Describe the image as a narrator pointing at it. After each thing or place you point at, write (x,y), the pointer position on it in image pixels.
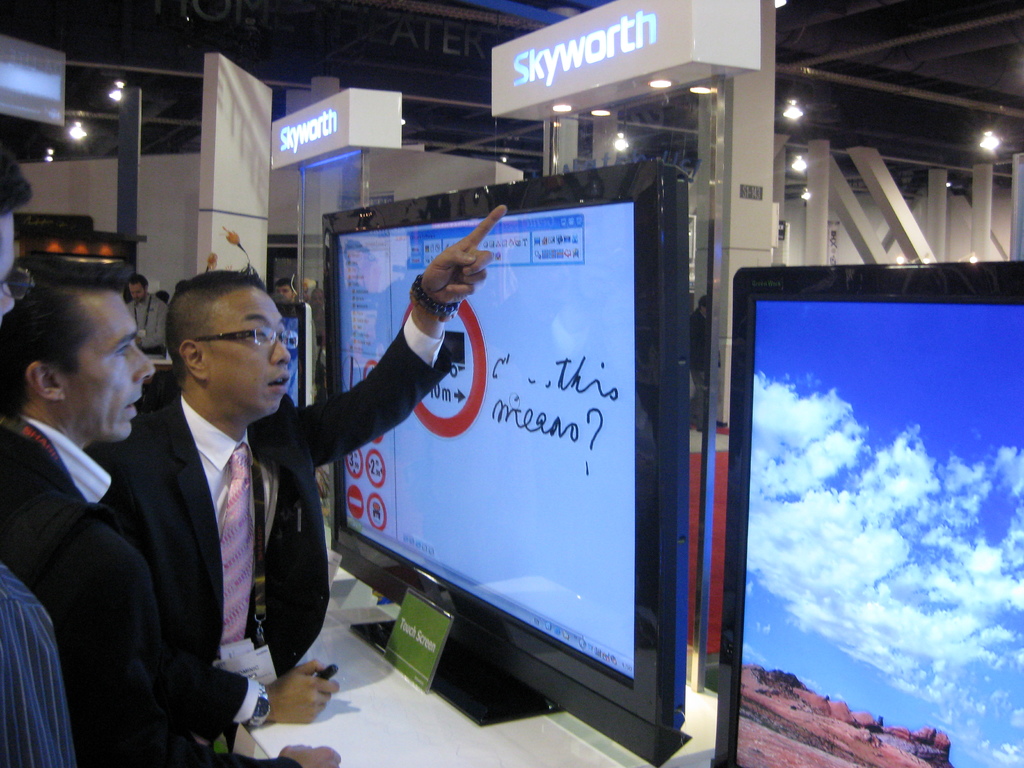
Left side of the image (182,402) we can see people (174,347). Front this person (189,524) wore a suit (202,504) and tie (232,479). On this white table (446,720) there are monitors (682,623). These are lights (792,103).
